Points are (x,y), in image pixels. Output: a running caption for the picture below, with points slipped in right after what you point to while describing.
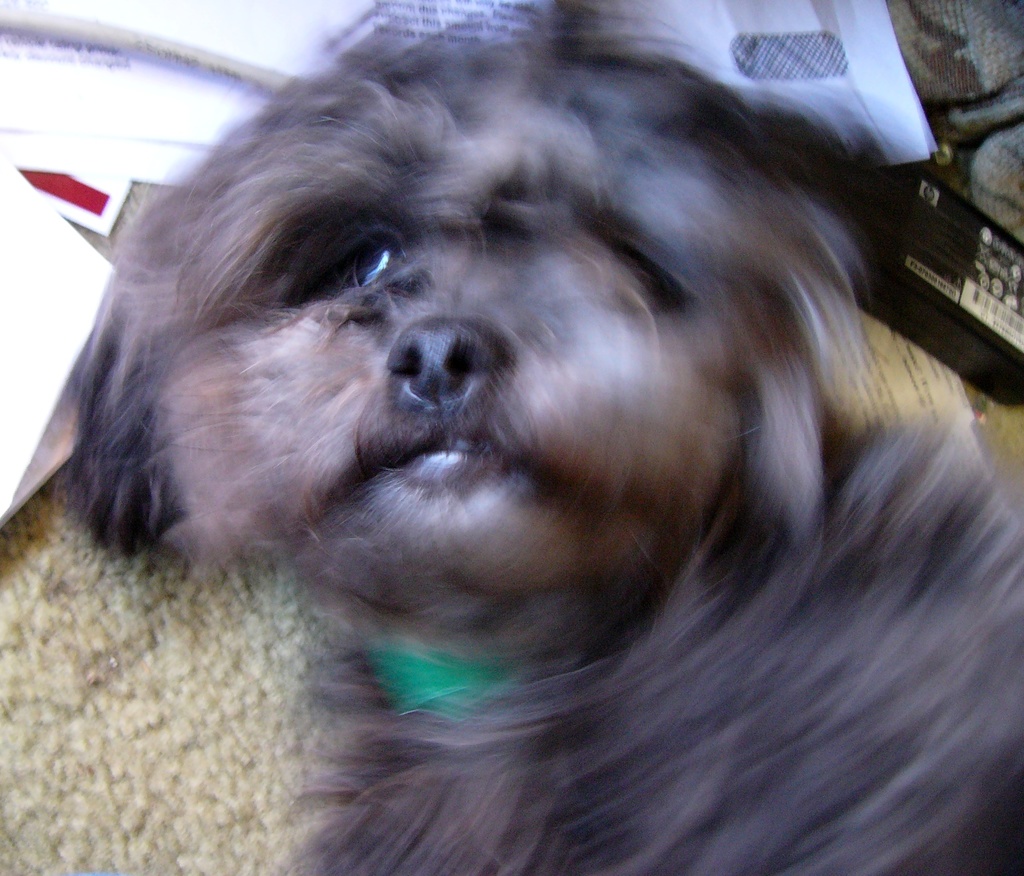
In this picture I can see there is a dog (693,482) and it has black fur (822,684) and there are few papers (73,198) on the floor (78,635).
